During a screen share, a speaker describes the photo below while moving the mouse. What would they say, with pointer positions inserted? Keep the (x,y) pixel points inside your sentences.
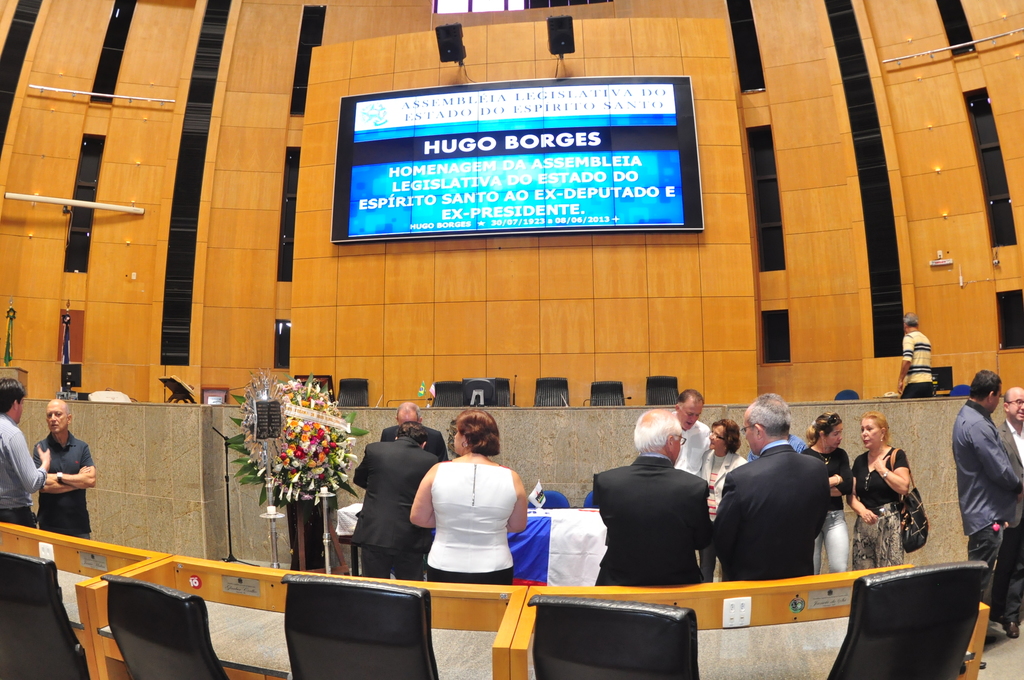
In this picture I can see the tables (223,648) and chairs (596,653) in front (573,668) and in the middle of this picture (411,417) I can see number of people (63,493) and who are standing and I can see the flowers (302,401) in the center of this picture (347,424). In the background (186,18) I can see the wall (253,266) on which there is a screen (509,153) and I see something is written on it and top of it I can see 2 speakers (449,51) and below the screen (399,211) I can see the chairs (845,389) and a man (912,323) who is standing.
